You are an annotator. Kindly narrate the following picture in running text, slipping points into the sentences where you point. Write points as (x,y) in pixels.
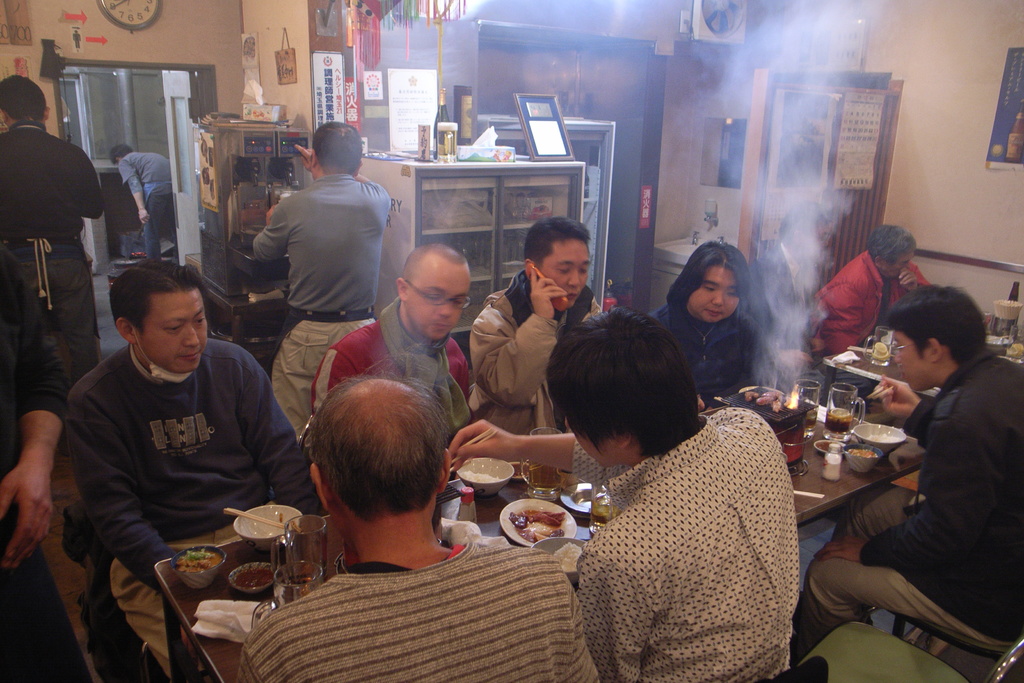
In this picture I can see some people (425,366) are sitting in front of the table (243,553), on which so many objects (803,423) are placed, few people (363,205) are standing at back (324,227) side, around few objects (426,180) are placed.
